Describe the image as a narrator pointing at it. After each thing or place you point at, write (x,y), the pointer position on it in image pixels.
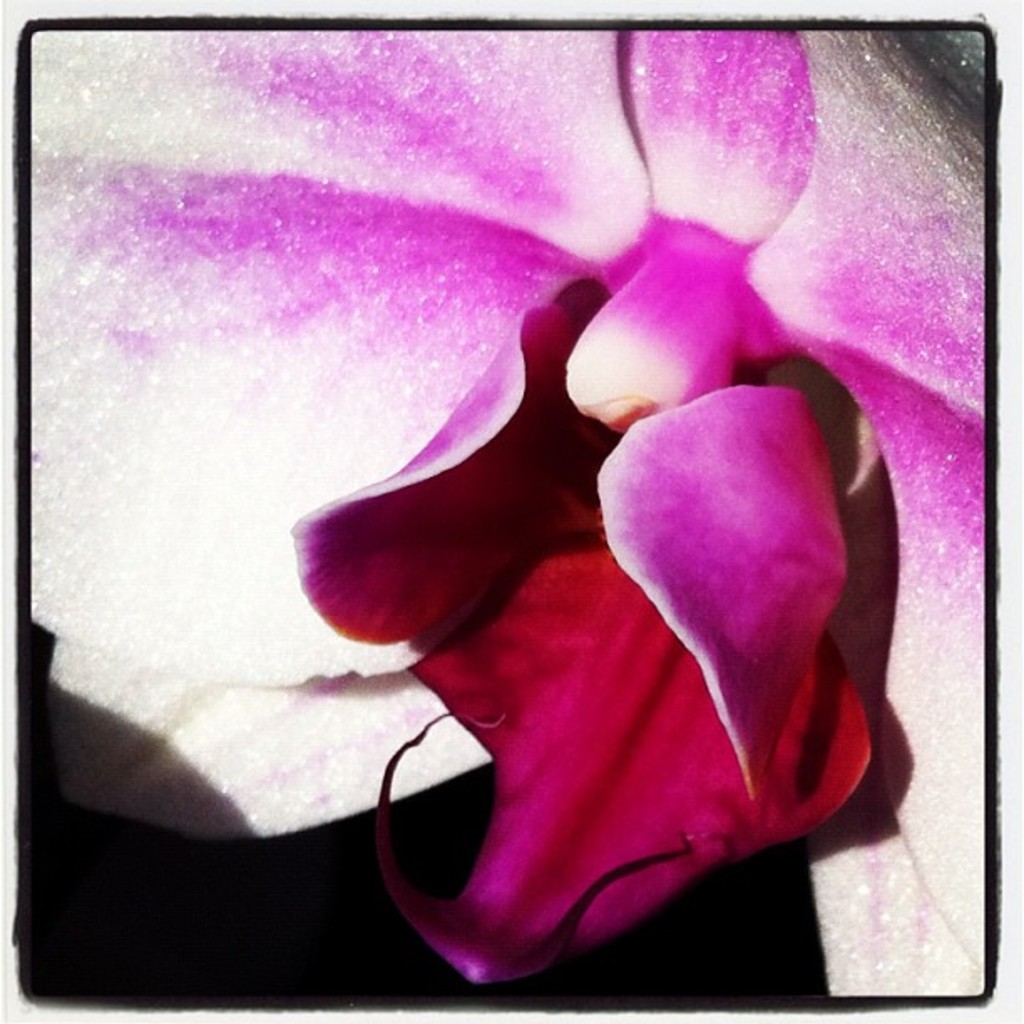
In this picture we can see a flower (499,827) and at the bottom of this picture (398,934) it is dark.
